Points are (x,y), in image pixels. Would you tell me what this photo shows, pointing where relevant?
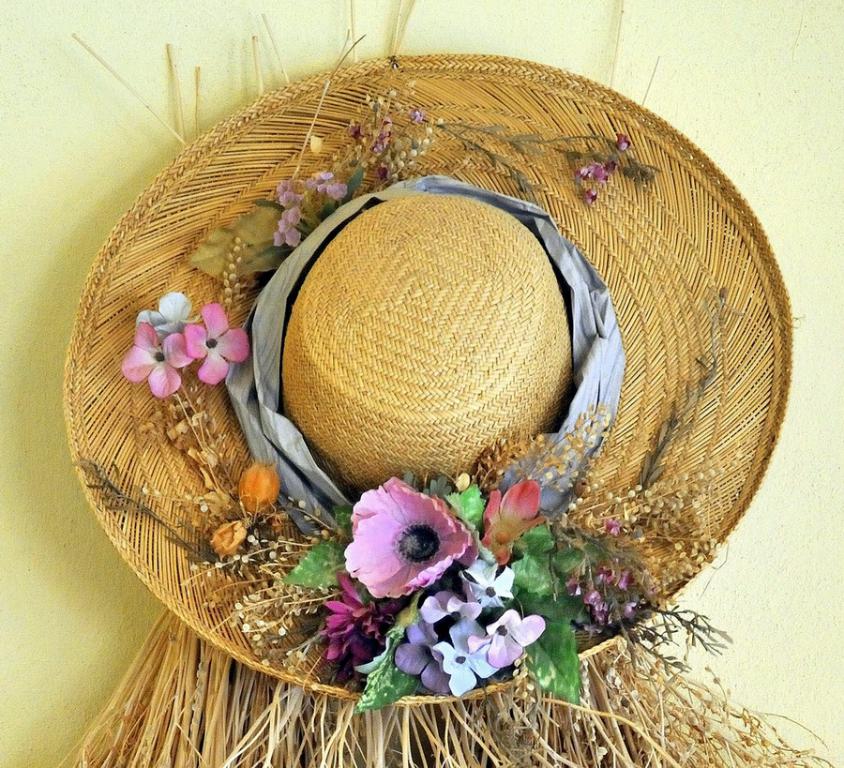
In this image I can see a hat (430,362) is attached to a wall (760,578). This hat (559,447) is decorated with flowers (215,360) and some other objects (546,596).
